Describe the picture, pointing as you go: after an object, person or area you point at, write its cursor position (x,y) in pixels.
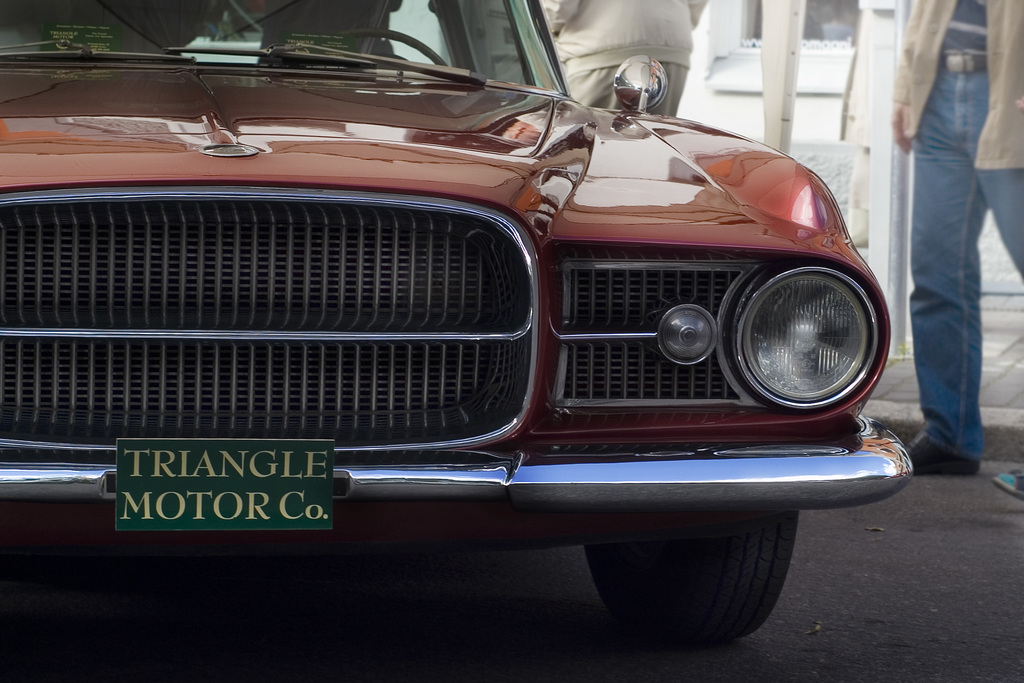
In this image there are persons (654,26) towards the top of the image (670,26), there is a car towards the left of the image (205,481), there is a board (278,461) on the car (227,437), there is text (235,478) on the board (216,489), there is road (283,624) towards the bottom of the image (873,618), there is an object (896,153) towards the top of the image (889,96) there are looks like a pole (897,290), there is a window (831,41) towards the top of the image (834,17), at the background of the image (813,99) there is a wall (809,111).
